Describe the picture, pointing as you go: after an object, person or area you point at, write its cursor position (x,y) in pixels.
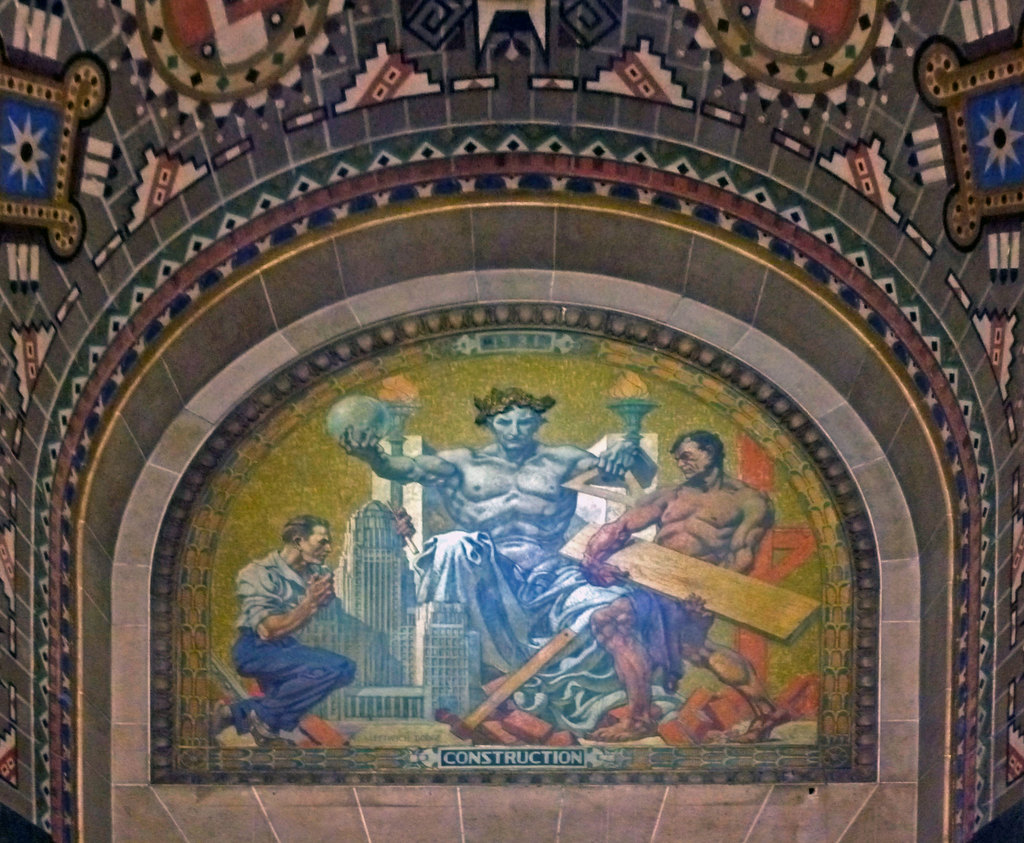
In the picture we can see some painting (393,674) to the wall (49,692), in that we can see a man (540,407) sitting on the chair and holding a globe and a triangle (612,495), beside him we can see another person (632,514) sitting and holding a wooden plank (655,589), and the left hand side we can see a person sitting on the knee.
